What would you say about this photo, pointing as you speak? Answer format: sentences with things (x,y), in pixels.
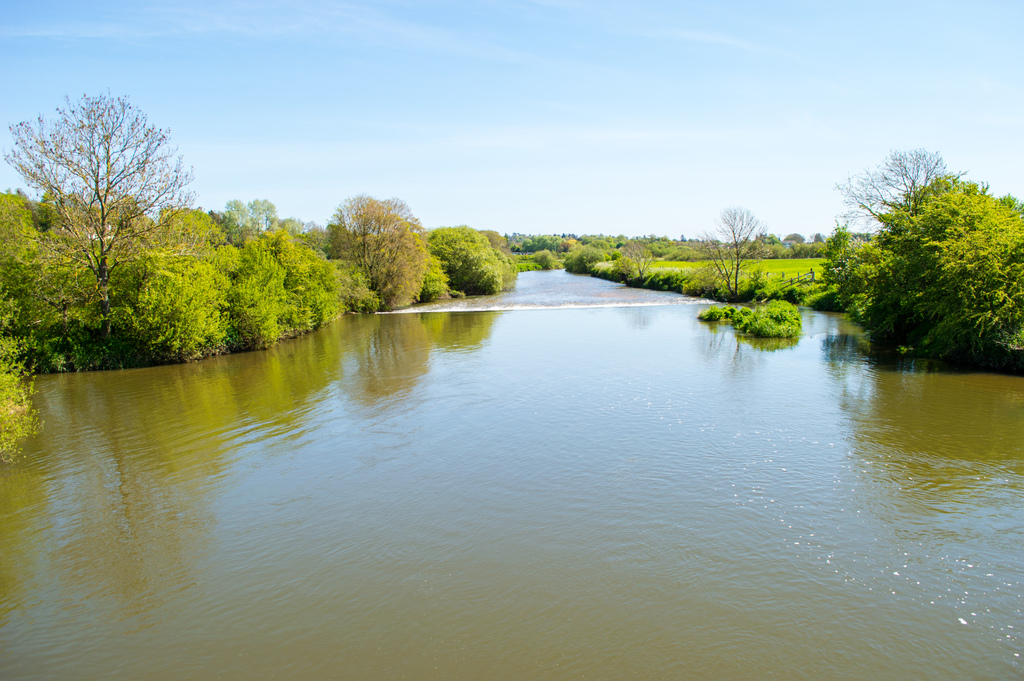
This is an outside view. At the bottom (422,599) there is a river (366,566). In the background (248,311) there are many trees (384,256). At the top of the image (460,66) I can see the sky (562,83).
